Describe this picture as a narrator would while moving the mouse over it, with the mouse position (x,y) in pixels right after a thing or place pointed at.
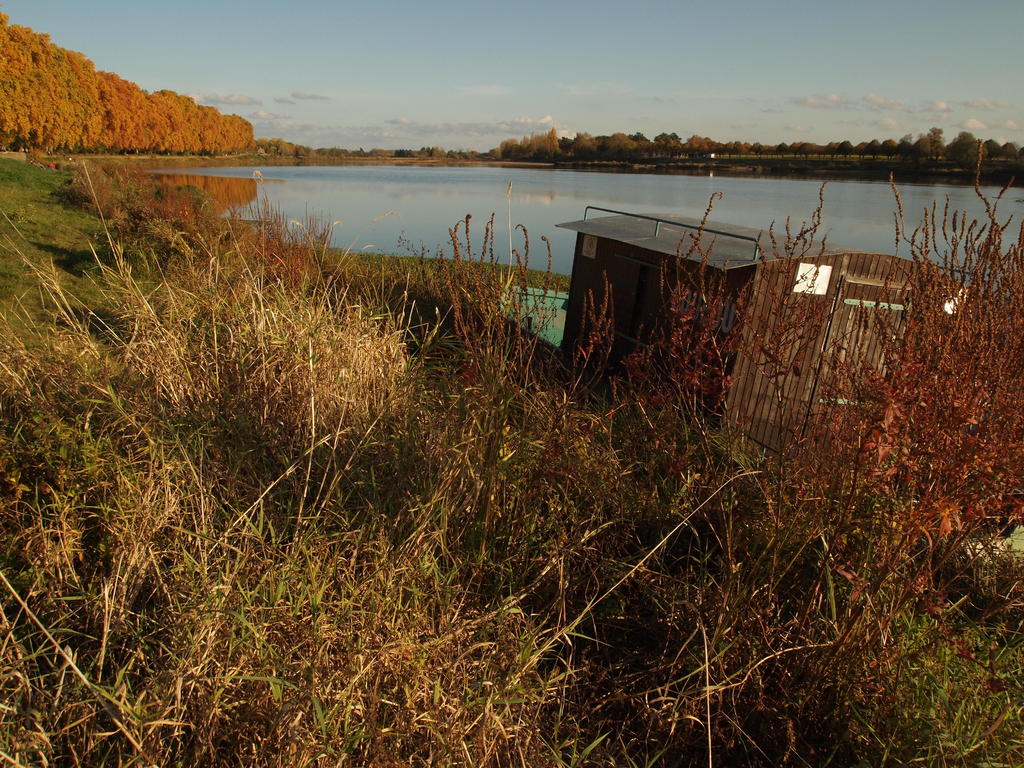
In this image I can see the grass (360,522). To the right (809,332) there is a shed (810,376). In the back (494,249) I can see the water (341,221), many trees (548,152), clouds (453,125) and the sky (439,79).
